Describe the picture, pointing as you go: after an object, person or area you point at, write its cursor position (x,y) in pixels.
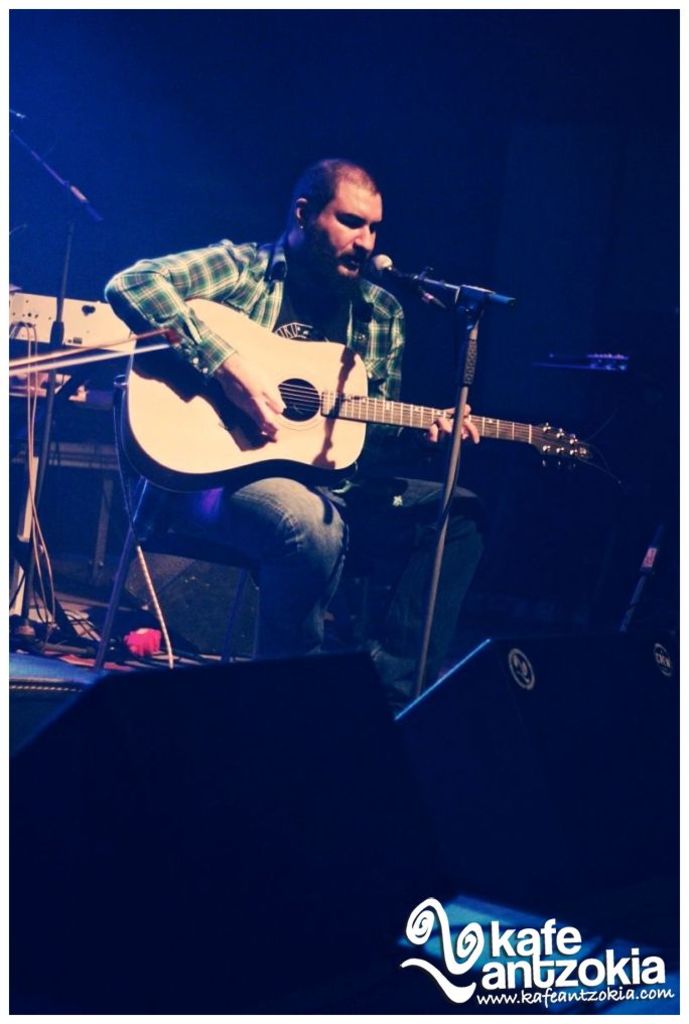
A man (229,523) is sitting on the chair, playing the guitar (319,434) and singing.
